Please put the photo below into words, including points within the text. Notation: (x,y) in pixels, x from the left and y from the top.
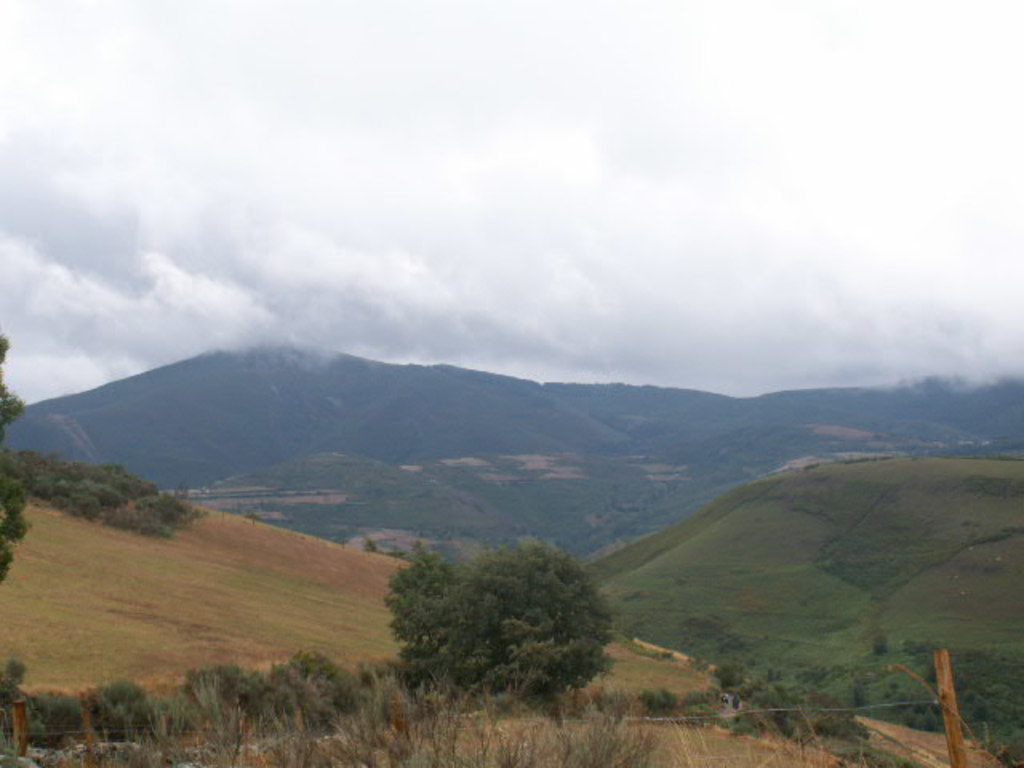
In the image there are hills (747,609) in the back (670,525) with trees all over it and above its sky (438,196) with clouds (318,243).
